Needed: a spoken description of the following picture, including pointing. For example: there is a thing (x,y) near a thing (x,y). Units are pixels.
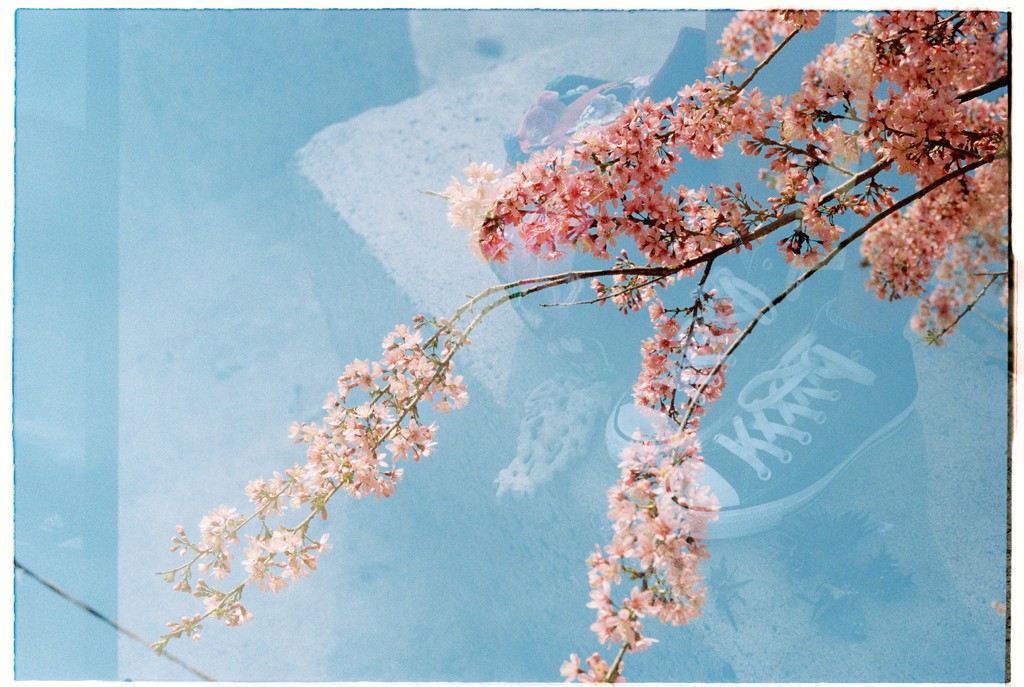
In the image we can see there are flowers (838,85) on the tree (736,94) and there is a person (790,365) wearing shoes (824,405) standing on the ground (835,504).
